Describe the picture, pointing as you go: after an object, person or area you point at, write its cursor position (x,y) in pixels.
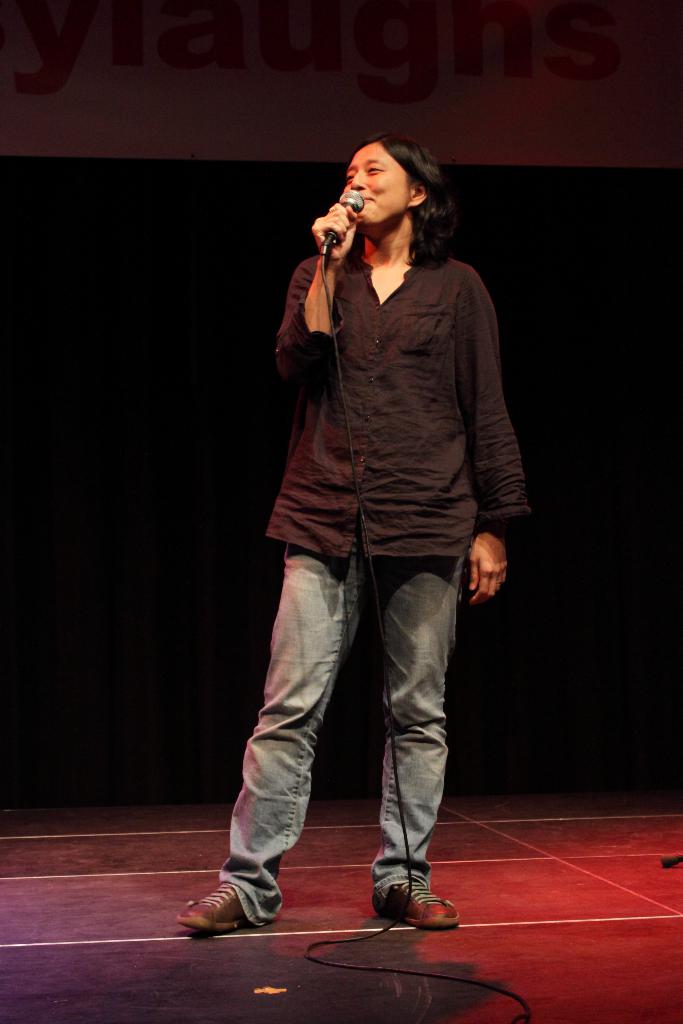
In the picture we can see a woman (477,463) standing and holding a microphone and singing a song and she is wearing a black shirt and trouser (413,801) with shoes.
